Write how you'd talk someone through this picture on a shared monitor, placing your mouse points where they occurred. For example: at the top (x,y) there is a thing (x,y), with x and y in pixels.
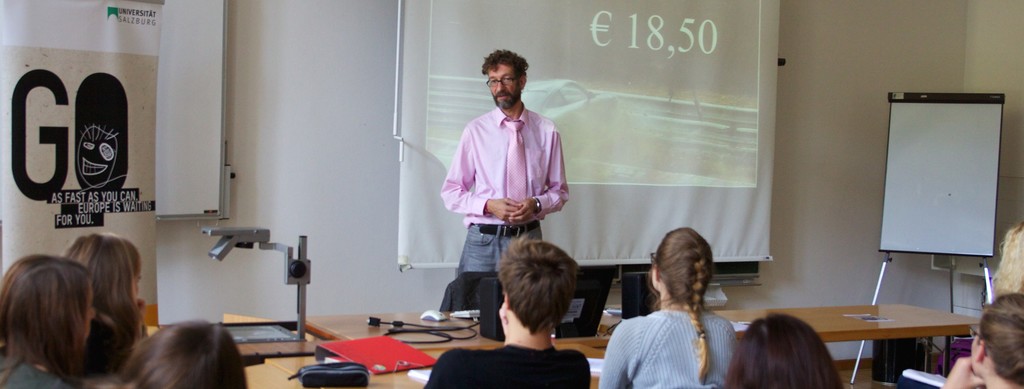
As we can see in the image there is a white color wall (308,154), banner (24,58), screen (675,92), board (918,134), few people (196,382) sitting on chairs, lamp (234,239) and a table (963,326). On table (618,305) there are laptops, keyboard (470,316) and a mouse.
